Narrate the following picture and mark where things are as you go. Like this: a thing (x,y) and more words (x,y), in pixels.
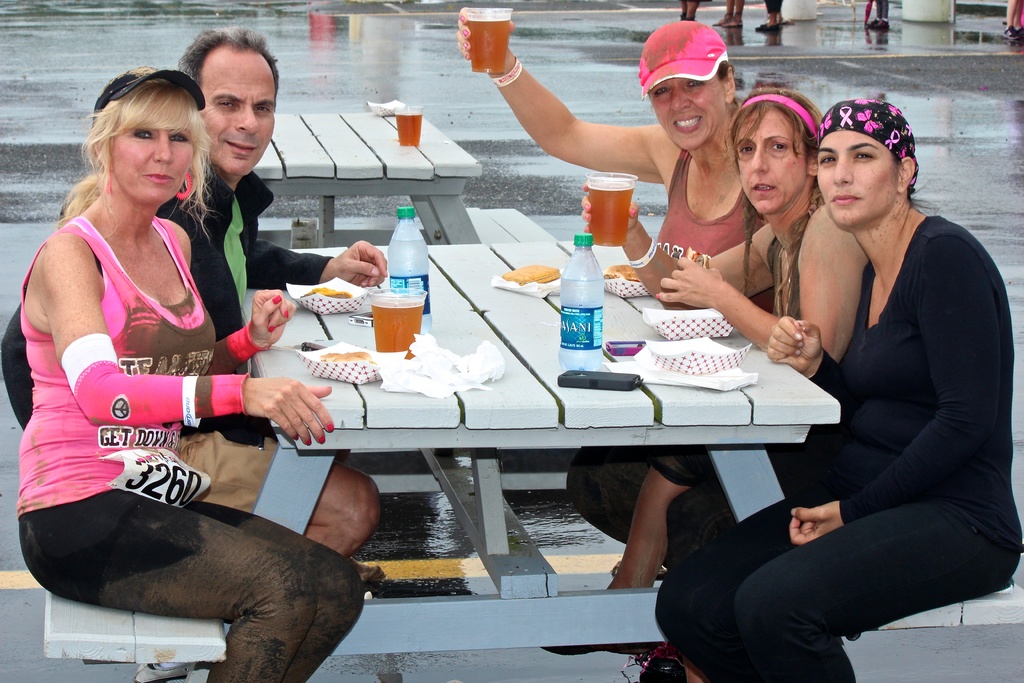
This picture describe about the road side view of the four woman (184,285) and a one man (208,176) who is sitting on the white bench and eating some snacks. On the white table (301,472) we can see some food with tissue papers (397,361), two water bottles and cups of beer (383,319). Behind we can see the wet road (381,225) and some legs (732,19) of the people (731,5) who is standing behind them.
